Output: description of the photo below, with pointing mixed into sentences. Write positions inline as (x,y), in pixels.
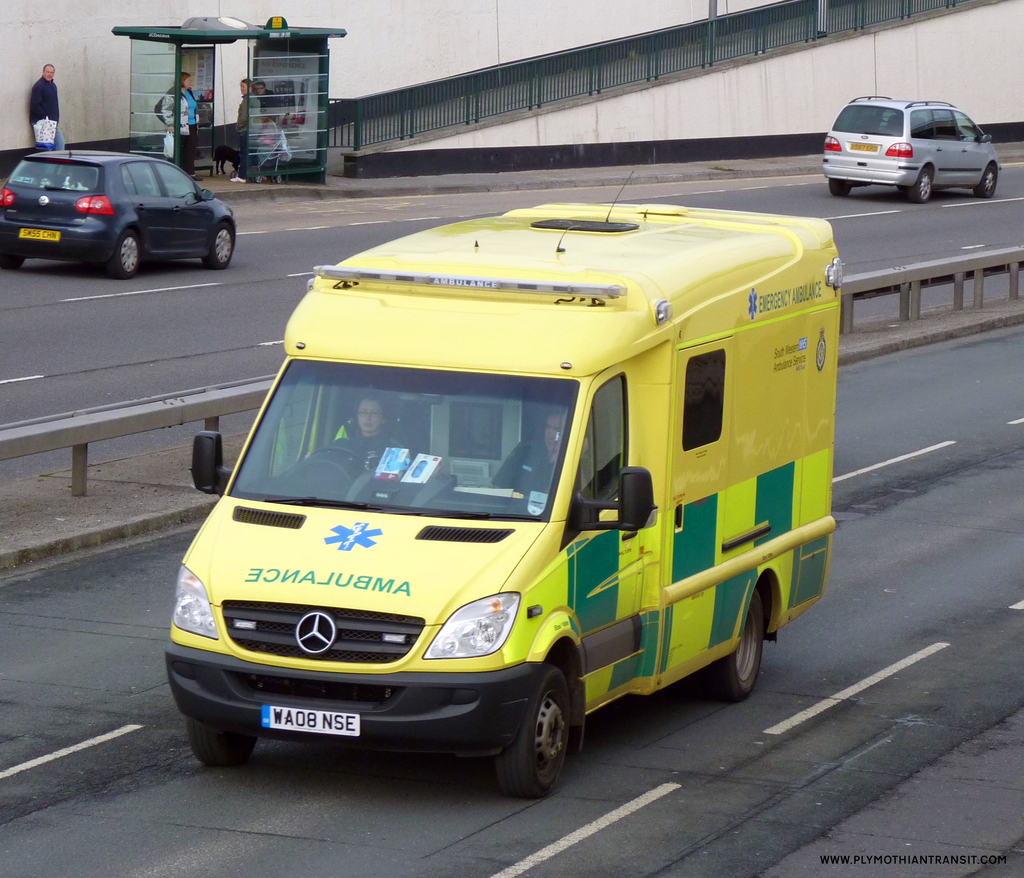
In this image I see the road (980,207) on which there are 3 vehicles (539,213) and I see persons (506,469) who are sitting in this van (492,436) and I see few persons (172,105) over here and I see an animal (234,151) over here and I see the watermark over here.
